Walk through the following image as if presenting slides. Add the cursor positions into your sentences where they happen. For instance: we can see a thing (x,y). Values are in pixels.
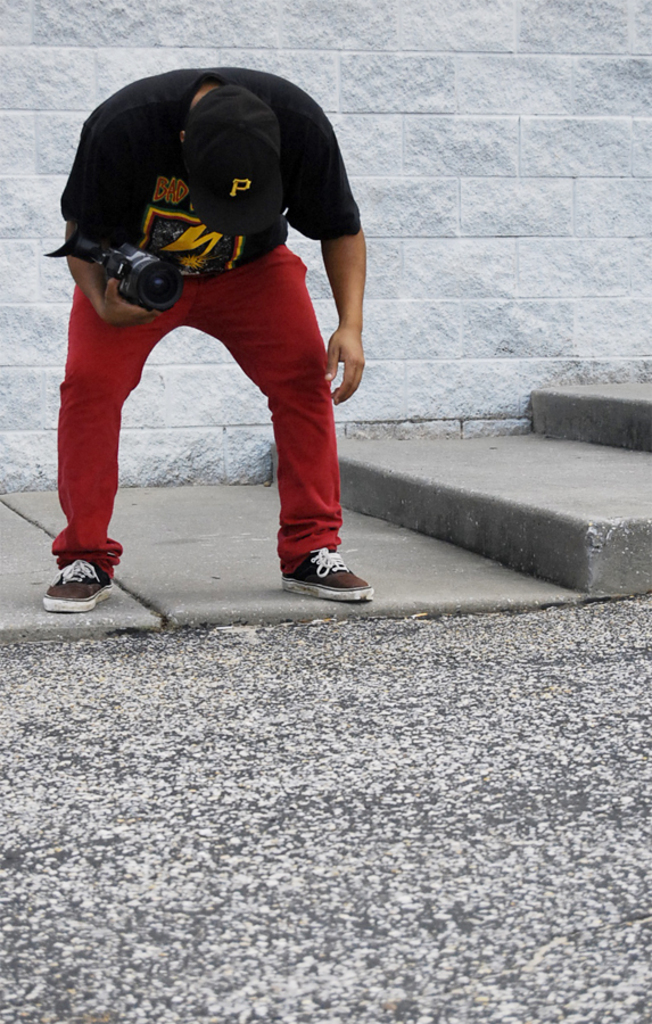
Here we can see a man (69,469) standing with a camera (173,303) in his hand (143,315), wearing a cap (228,226) and there are steps (622,406) present.
